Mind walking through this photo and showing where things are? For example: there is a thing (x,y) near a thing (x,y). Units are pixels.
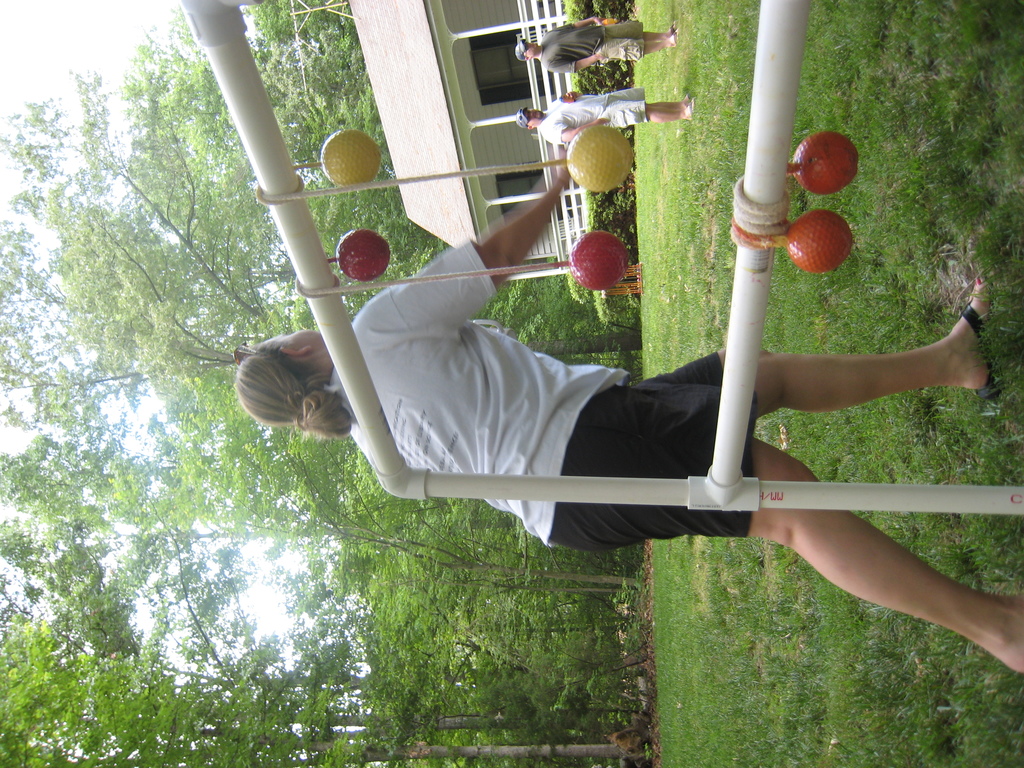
Land (741,118) is covered with grass (806,126). These three people (401,408) are standing. Background there are a number of trees (224,445). A house (479,77) with windows (522,190). In-front this house (491,112) there is a fence (566,247) and plants (601,7).
